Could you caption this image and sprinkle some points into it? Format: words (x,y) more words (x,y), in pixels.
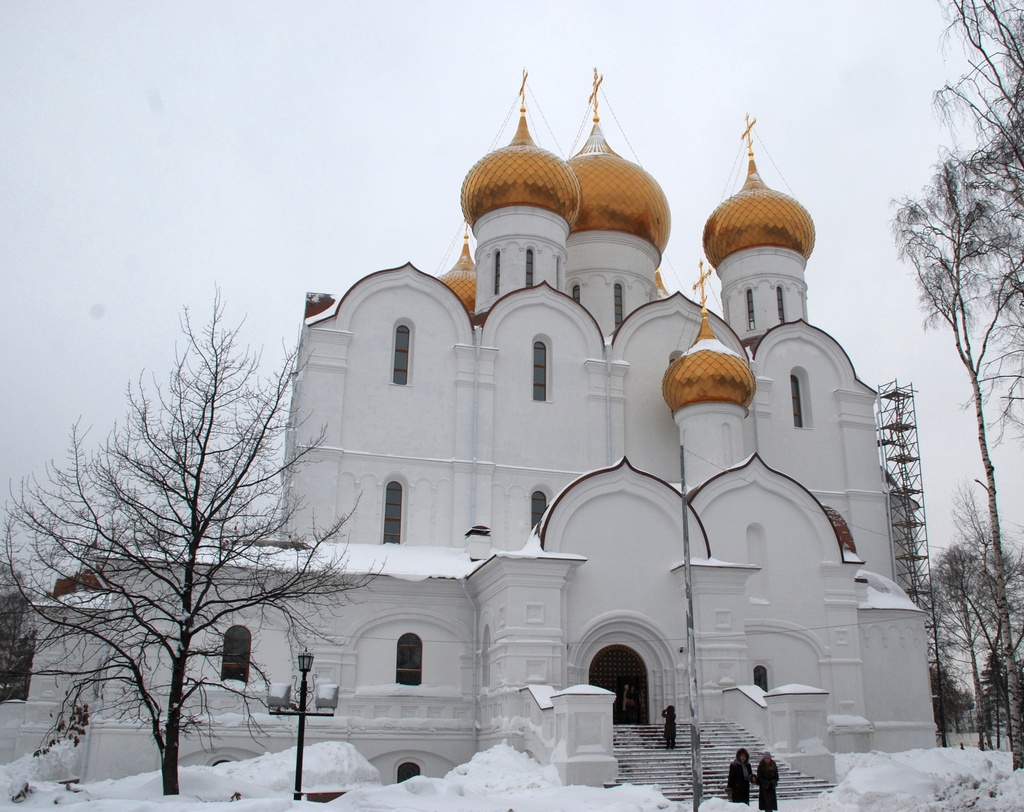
In this image we can see a building (707,559). The color of the building (471,560) is white. Right side of the image (968,588) we can see trees (972,629). In front of the building (672,691) people (741,792) are moving. The sky (251,61) is totally white and left side of the image (131,606) one more tree (182,685) is present.
